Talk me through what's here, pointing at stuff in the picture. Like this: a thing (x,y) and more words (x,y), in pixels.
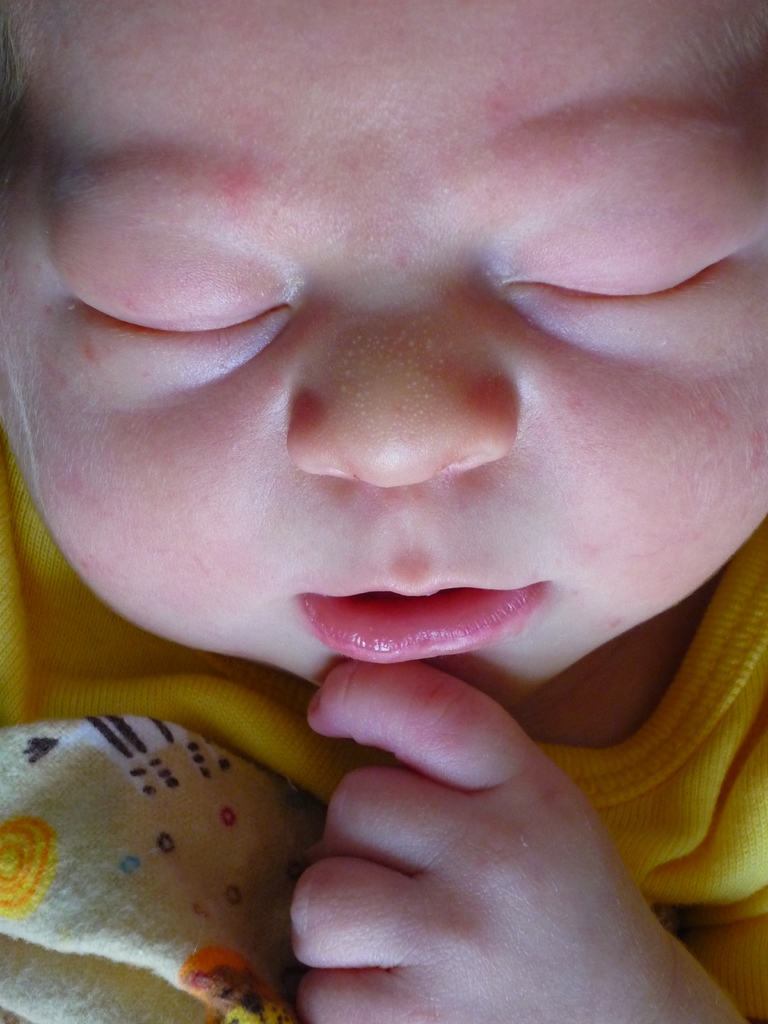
In this picture we can see a baby (576,920).
